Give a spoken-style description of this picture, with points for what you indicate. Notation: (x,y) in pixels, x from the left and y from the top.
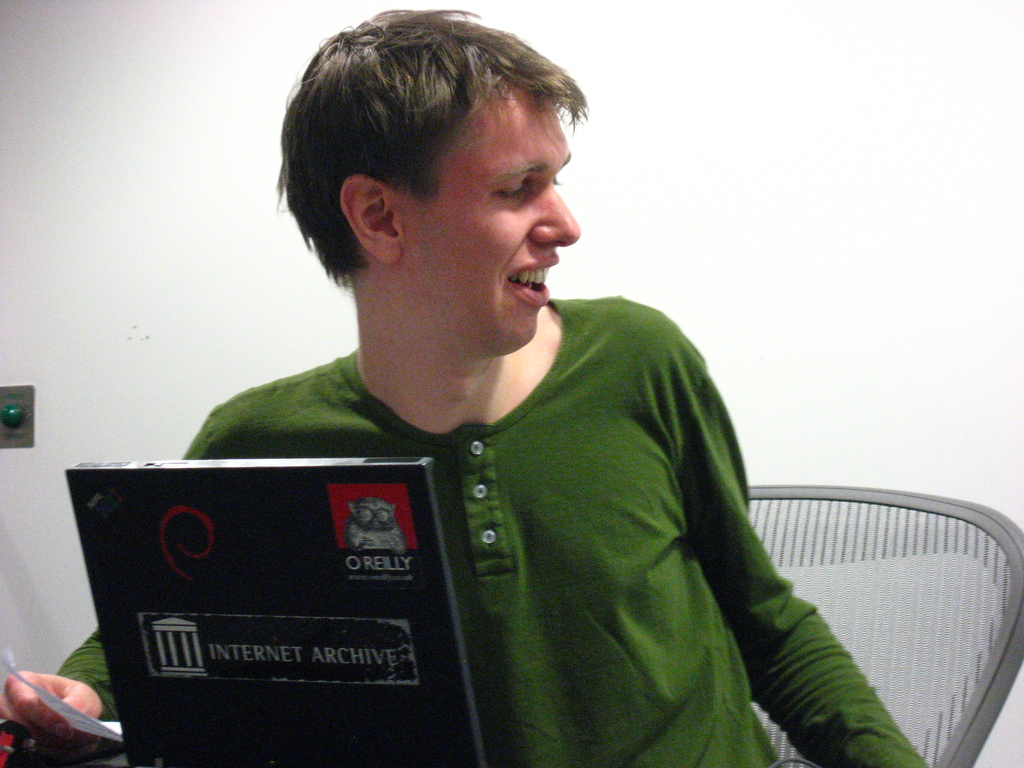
In the image in the center (584,464) we can see one person (698,604) sitting on the chair (937,661) and he is smiling, which we can see on his face (482,309). And he is holding paper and he is wearing green color t shirt (560,558). In front of him, we can see black color object (260,485). In the background (345,306) there is a wall (107,16).
